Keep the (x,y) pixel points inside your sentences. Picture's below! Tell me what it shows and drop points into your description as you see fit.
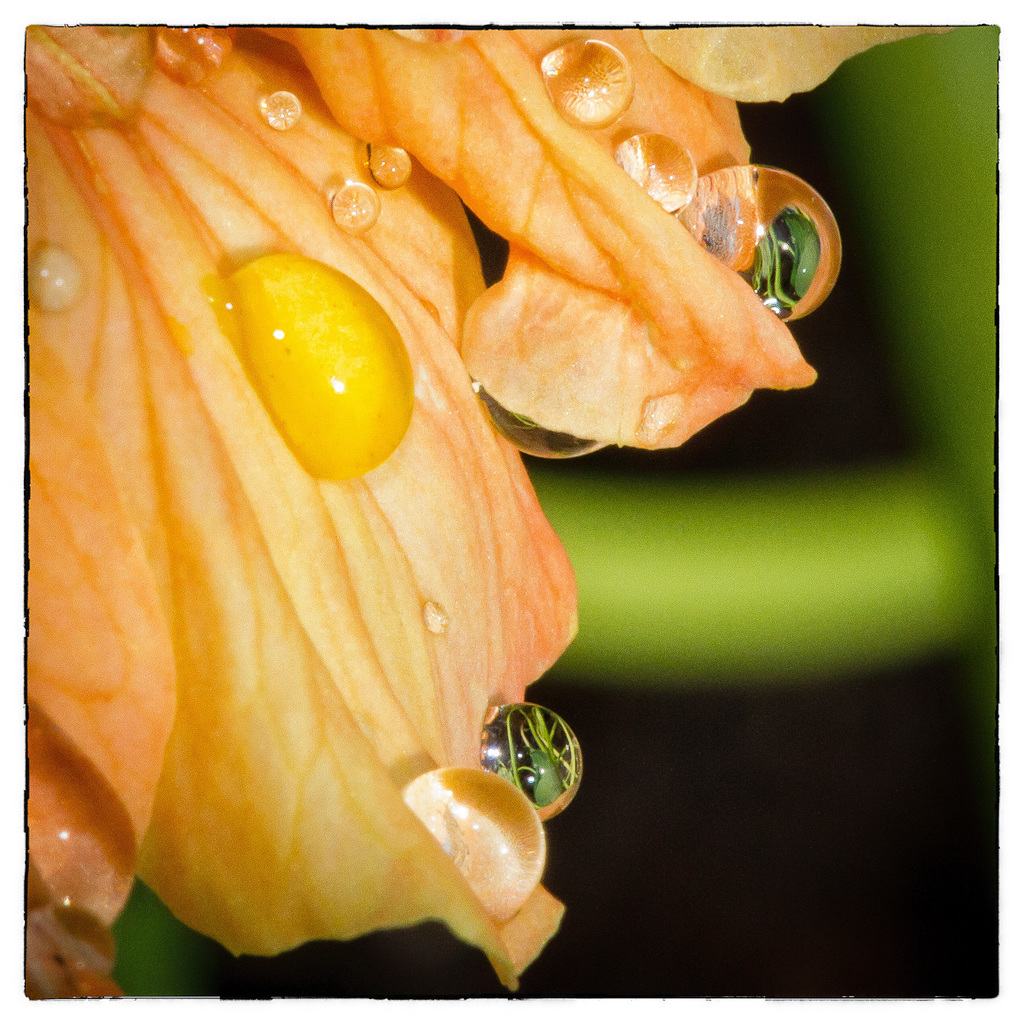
In this picture, we can see a flower (694,162) and some water drops (713,194) on it, we can see the blurred background (632,715).
